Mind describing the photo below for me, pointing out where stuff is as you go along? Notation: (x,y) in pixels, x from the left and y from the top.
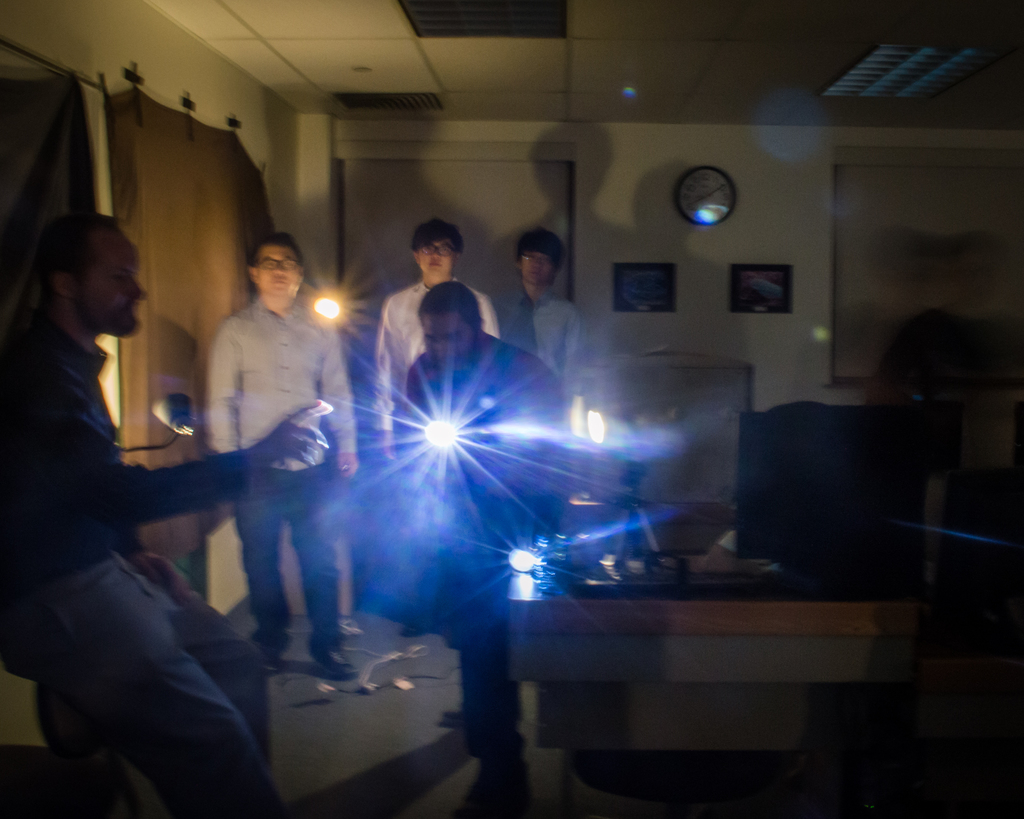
In the picture I can see people (313,442) standing on the floor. I can also see a table (554,622) which has some objects (627,563) on it. In the background (780,276) I can see clock (689,193) and some other objects (675,299) attached to the wall (635,205). Here I can see lights (430,438) and ceiling (451,76).
